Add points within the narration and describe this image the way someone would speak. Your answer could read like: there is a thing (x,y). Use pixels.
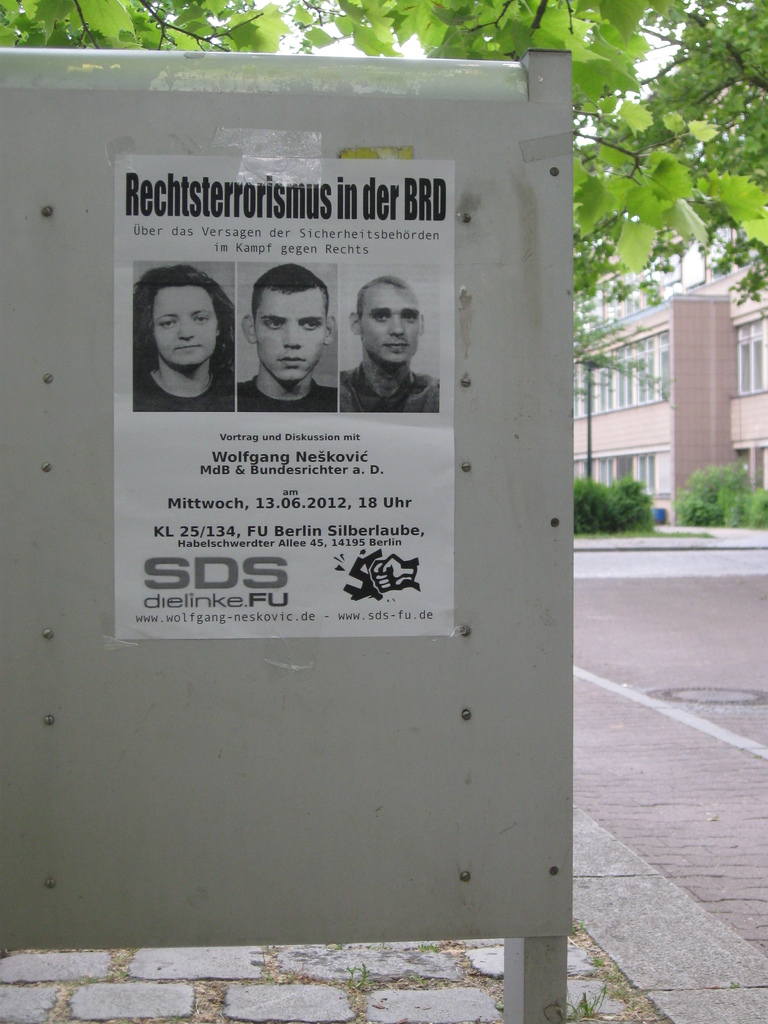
In this picture there is a iron board (371,670) with a poster (155,404) of three persons (387,389) stick on it. Behind there is a brown color building (663,385) and green tree (722,206).
